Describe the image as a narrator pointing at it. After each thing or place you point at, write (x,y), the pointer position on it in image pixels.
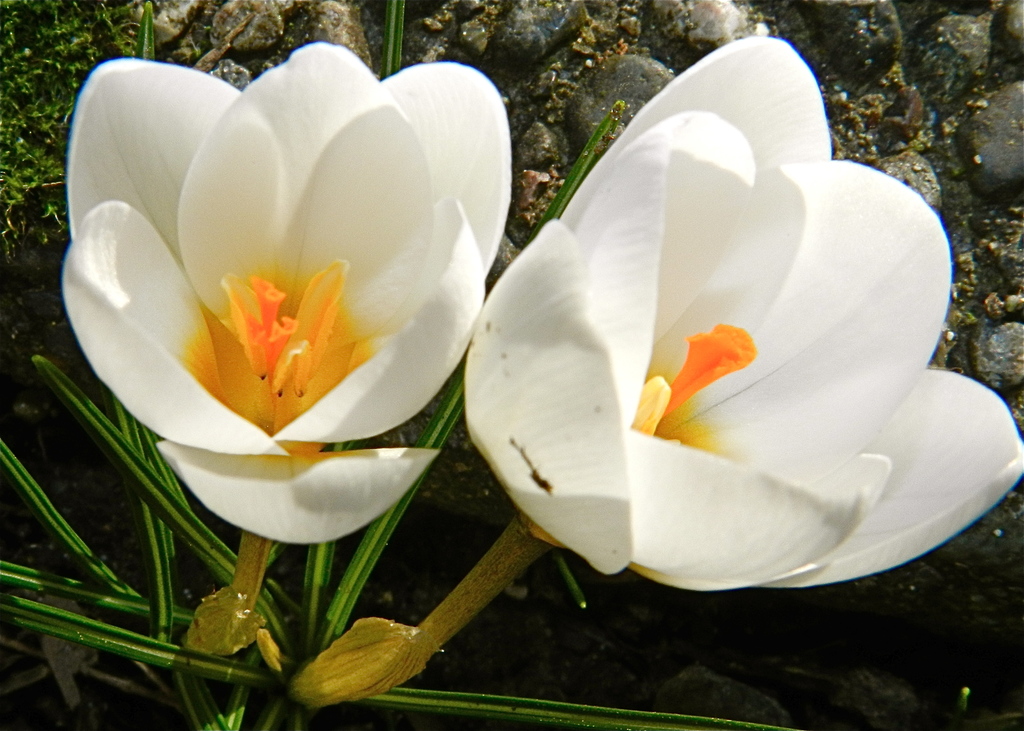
This is a zoomed in picture. In the center (604,281) we can see the two white color flowers (411,452) and the stems (469,601) of a plant (363,640). In the background (565,33) there are some rocks (691,23) and a small portion of green grass (57,67).
